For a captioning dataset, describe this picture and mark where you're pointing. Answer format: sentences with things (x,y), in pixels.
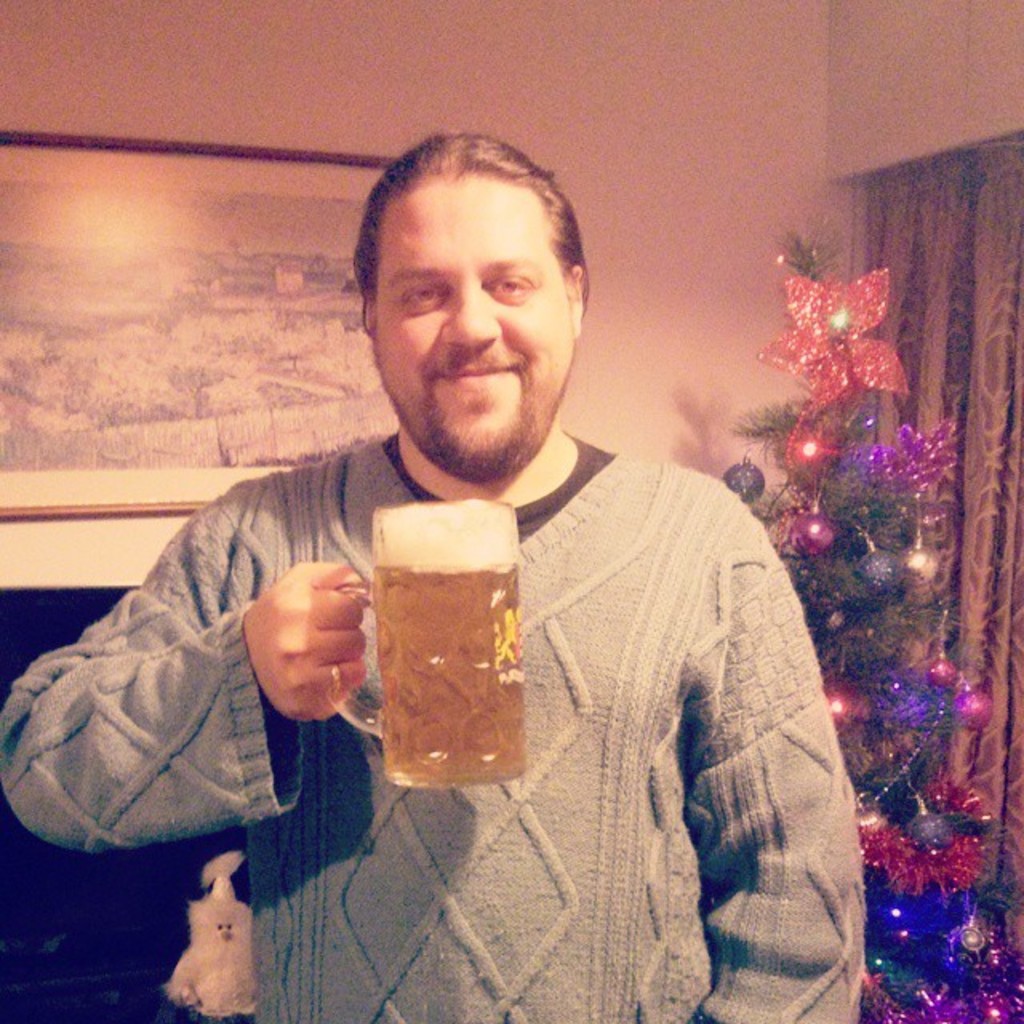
In this image the man (327,578) is holding a glass (497,676). At the back side (877,597) we can see a Christmas tree (818,402) and the frame (161,288) is attached to the wall (625,138) and there is a curtain (997,643).
